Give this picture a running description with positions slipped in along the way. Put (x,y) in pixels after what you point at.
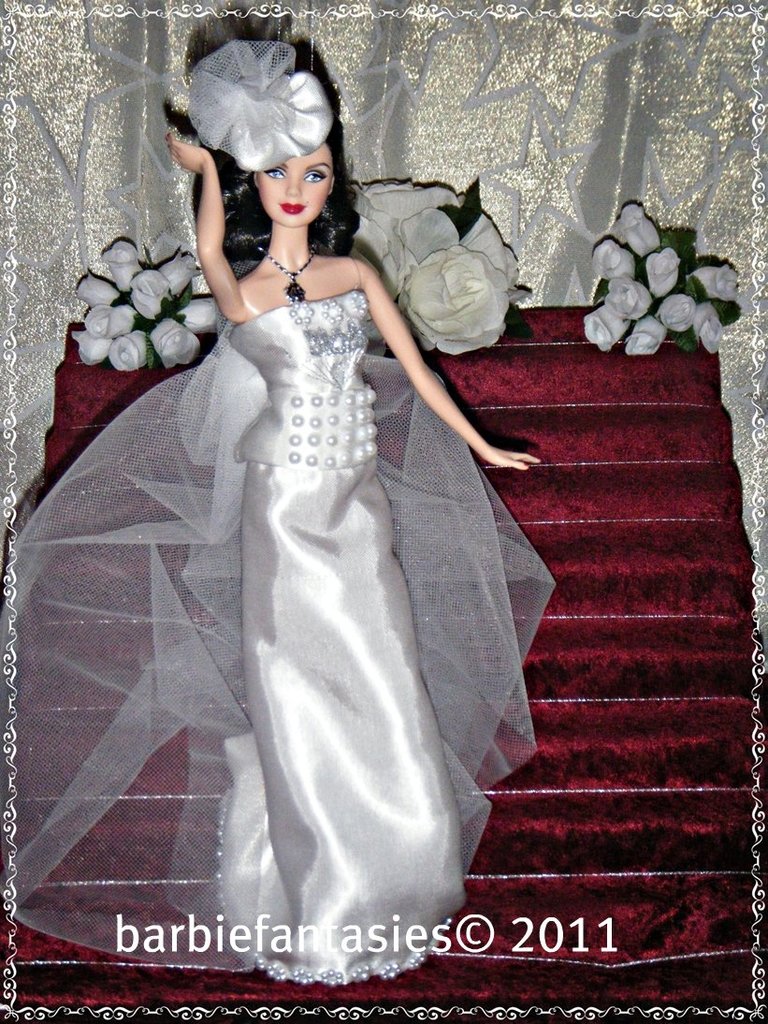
In this picture we can see the barbie doll toy (309,495) wearing a silver dress (350,645) and standing on the red carpet steps (597,613). Behind there is a white flowers (469,273).
